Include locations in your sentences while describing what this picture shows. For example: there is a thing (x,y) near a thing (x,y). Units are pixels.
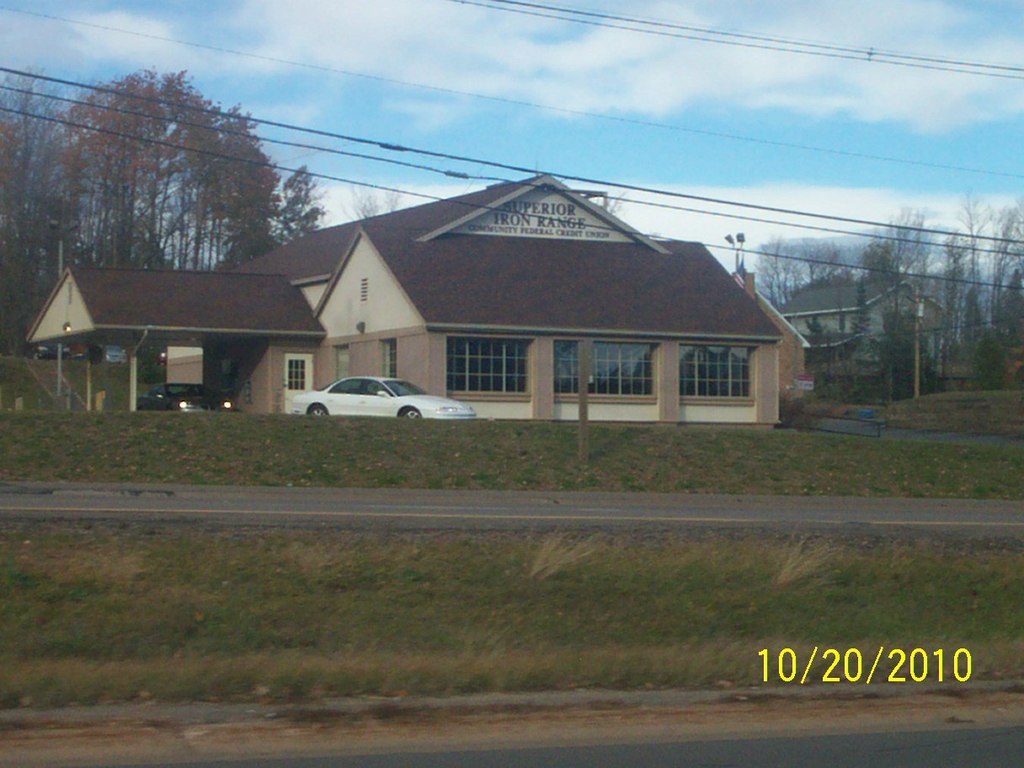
In this picture I can see two cars (328,398) which are parked near to the building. At the bottom (417,552) I can see the grass (379,475) and road (397,503). In the bottom right corner (822,681) there is a watermark (970,667). In the background (75,196) I can see many trees (69,229), plants (940,364) and grass (798,449). On the right (865,350) I can see another building (824,316). At the top (428,19) I can see the electric wire (731,33), sky (592,60) and clouds (545,63).
